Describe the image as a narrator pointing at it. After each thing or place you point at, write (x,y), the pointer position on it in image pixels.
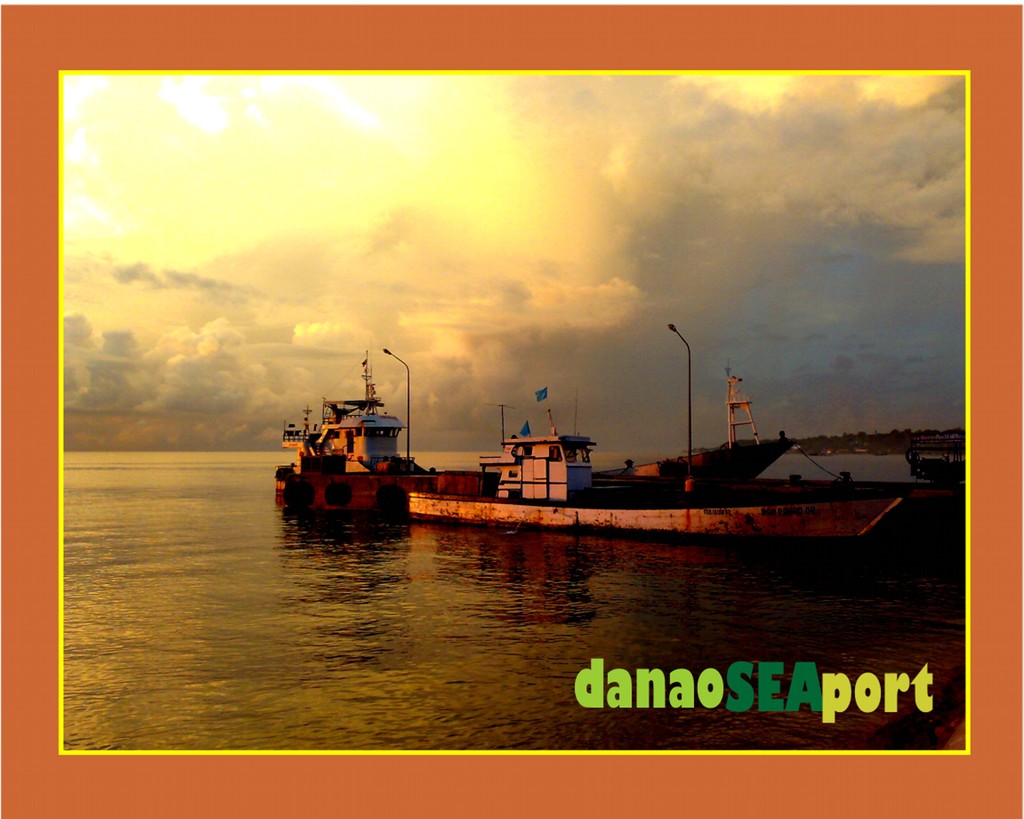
In the picture we can see a photo (788,488), in that we can see a water (538,685) and a boat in it and in the background (415,150), we can see some lights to the poles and we can also see a sky (792,272) with clouds (131,310), and to the bottom (707,675) it is written as Danao sea port.
